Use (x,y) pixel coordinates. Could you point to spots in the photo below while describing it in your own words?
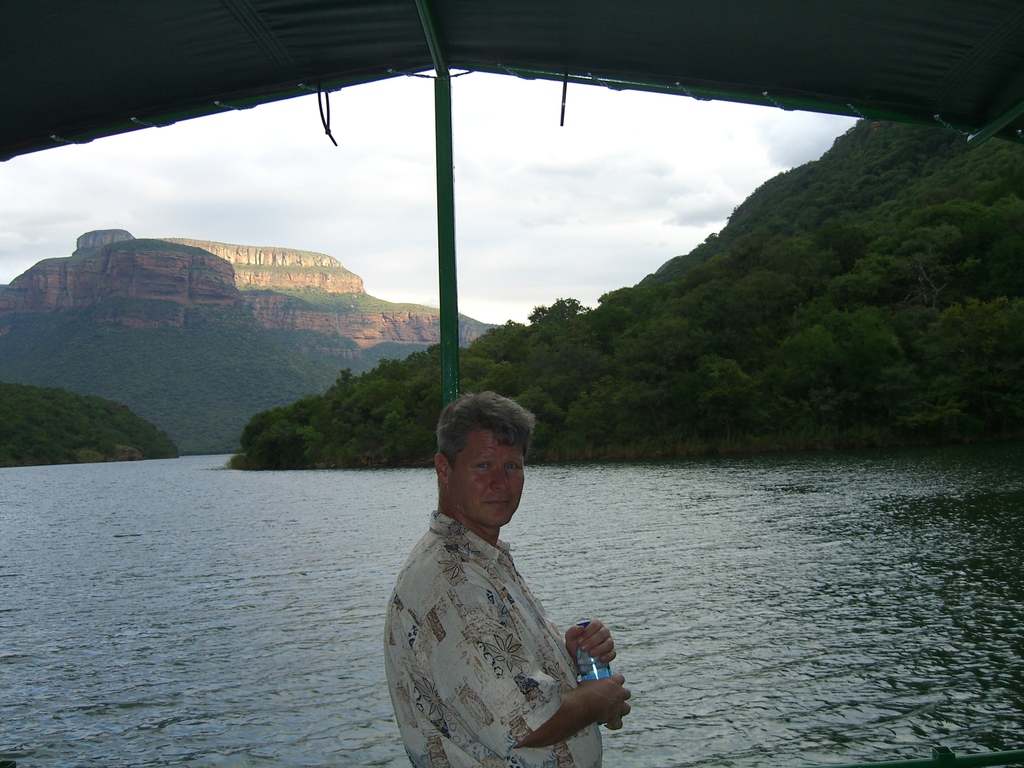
In this picture there is a person (534,669) standing and holding a water bottle (579,676) in his hand (621,684) and there is a green color pole (453,337) which is attached to a roof (410,45) above him and there is water (266,561) beside him and there are greenery mountains (306,412) in the background (196,291) and the sky (384,179) is cloudy.
